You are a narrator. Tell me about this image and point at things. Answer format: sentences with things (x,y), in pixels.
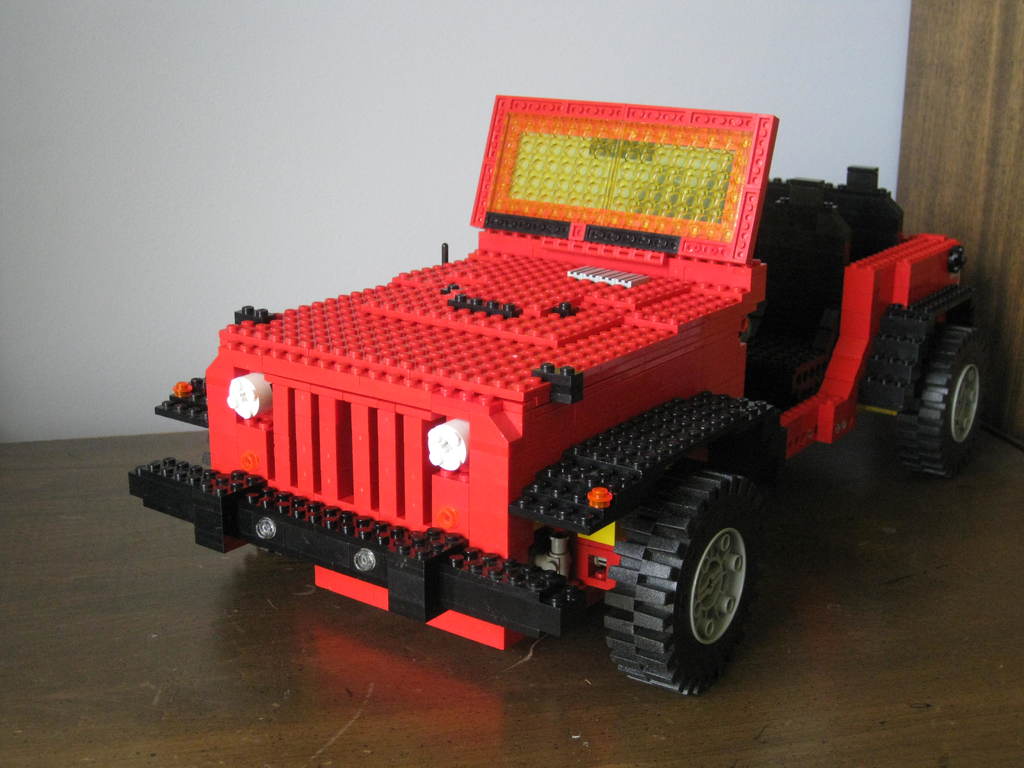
In the foreground of this picture (61,559) we can see a wooden object (849,621). In the center (542,381) we can see a toy car (651,329) is placed on the wooden object (256,561). In the background (253,42) we see the wall (490,92) and some wooden object (966,97).
